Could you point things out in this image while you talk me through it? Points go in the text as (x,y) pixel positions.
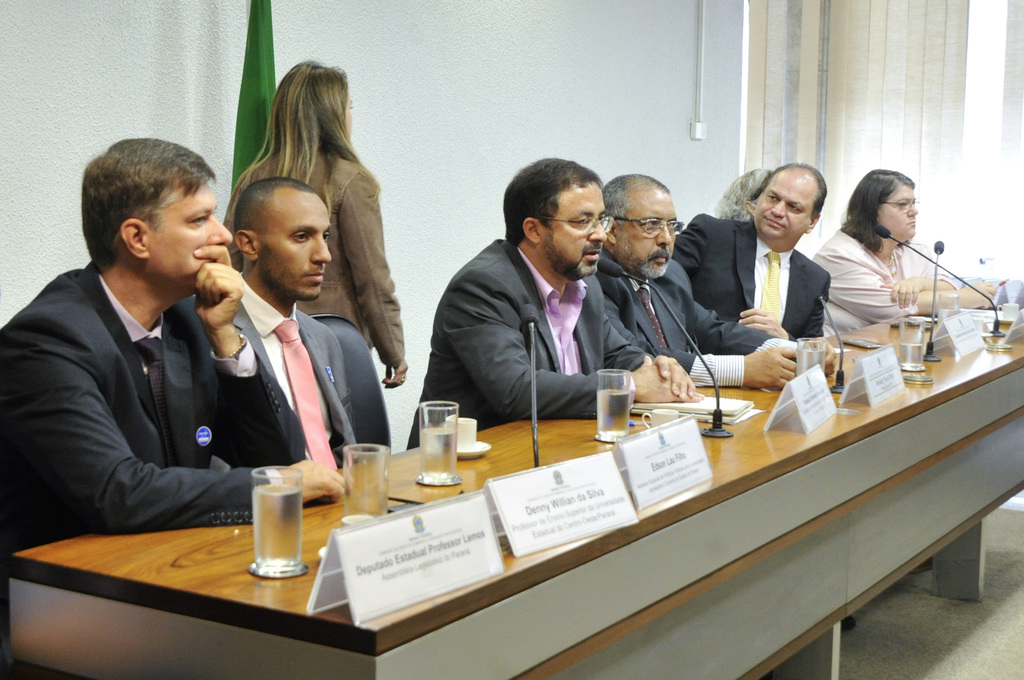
In this picture we have some people (748,305) sitting on the chair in front of them there is a table (854,513) on the table (813,500) we have cups (467,432) glasses (279,544) filled with the liquid (609,414) and microphones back side one women (319,152) is walking.
